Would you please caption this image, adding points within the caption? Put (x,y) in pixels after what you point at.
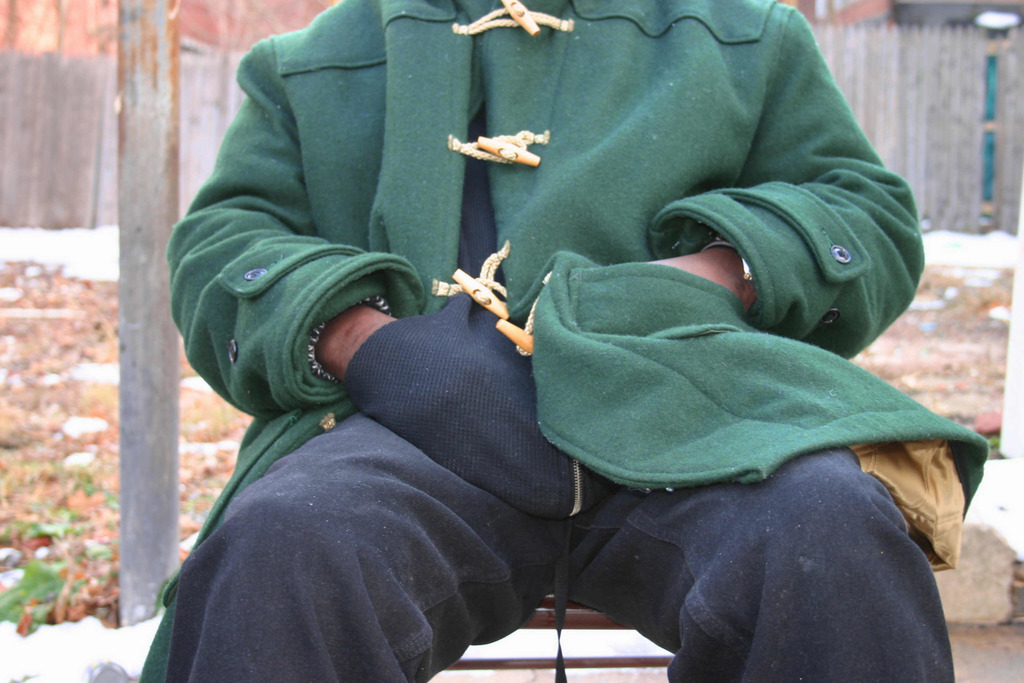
In the foreground of this image (534,210), there is a person (597,405) sitting on the chair (584,614) and wearing a green coat (667,159) and putting hands (691,260) in the pockets (673,290). In the background (116,230), there is a wooden wall (67,128), land (60,401) and a pole (151,34).
